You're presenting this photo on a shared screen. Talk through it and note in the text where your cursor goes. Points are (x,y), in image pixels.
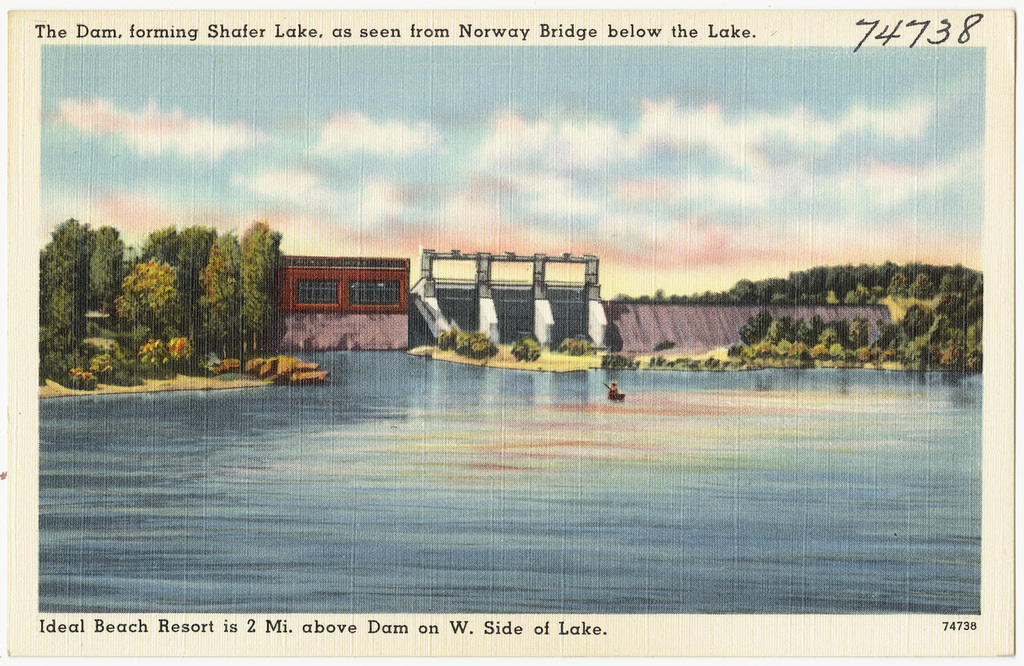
This image looks like an edited photo in which I can see text (150,626), water (531,467), boat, trees (193,331), grass (192,362), stones (271,376), fence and wall (608,336). At the top (527,164) I can see the sky (511,187) and house (327,273).
